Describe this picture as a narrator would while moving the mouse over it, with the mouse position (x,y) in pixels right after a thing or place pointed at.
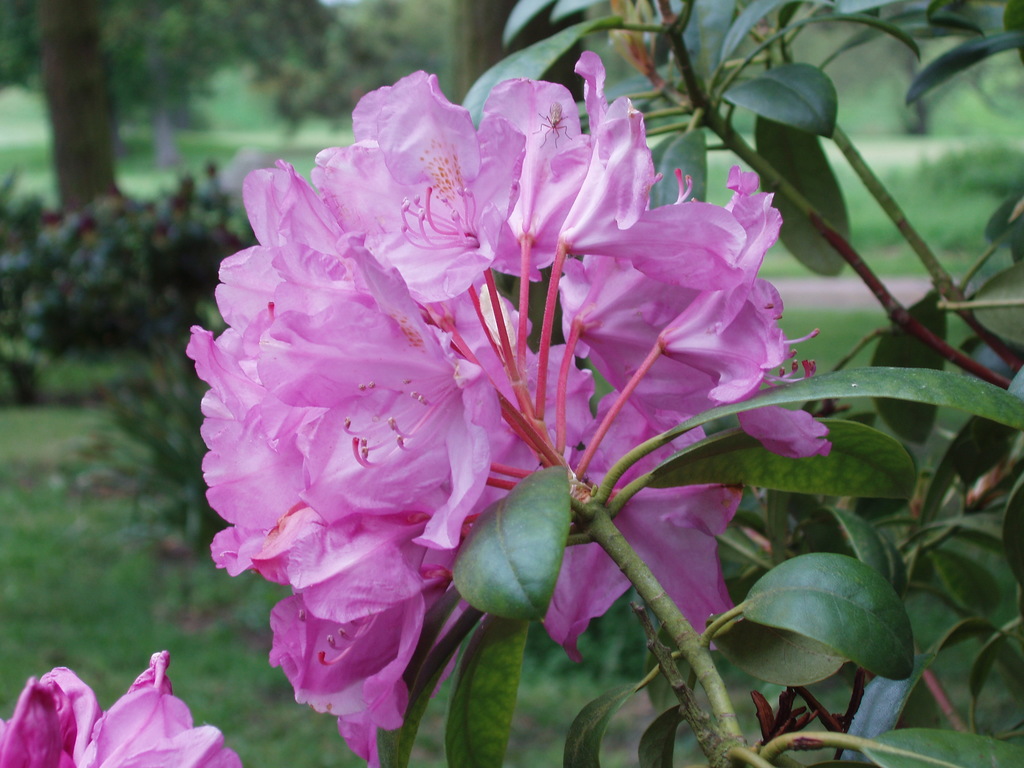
There are pink color flowers (402,360) on a plant (750,460). In the background (275,68) there are trees (353,70), plants (152,209) and grass (86,553) on the ground (140,580). And it is blurred in the background (289,130).
